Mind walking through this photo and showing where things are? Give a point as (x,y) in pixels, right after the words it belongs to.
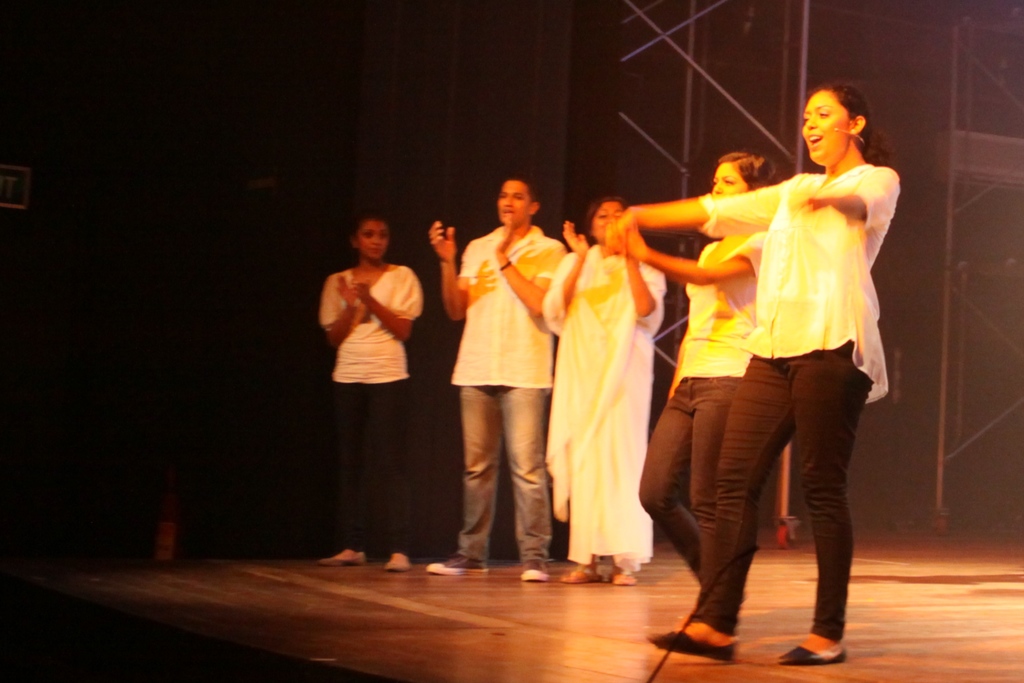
In this image, on the right side (838,572), we can see two women (732,273) are walking on the stage (668,664). In the middle of the image (498,322), we can see three people (568,383) are standing on the stage (568,643). In the background (573,13), we can see some poles (804,39) and black color.
